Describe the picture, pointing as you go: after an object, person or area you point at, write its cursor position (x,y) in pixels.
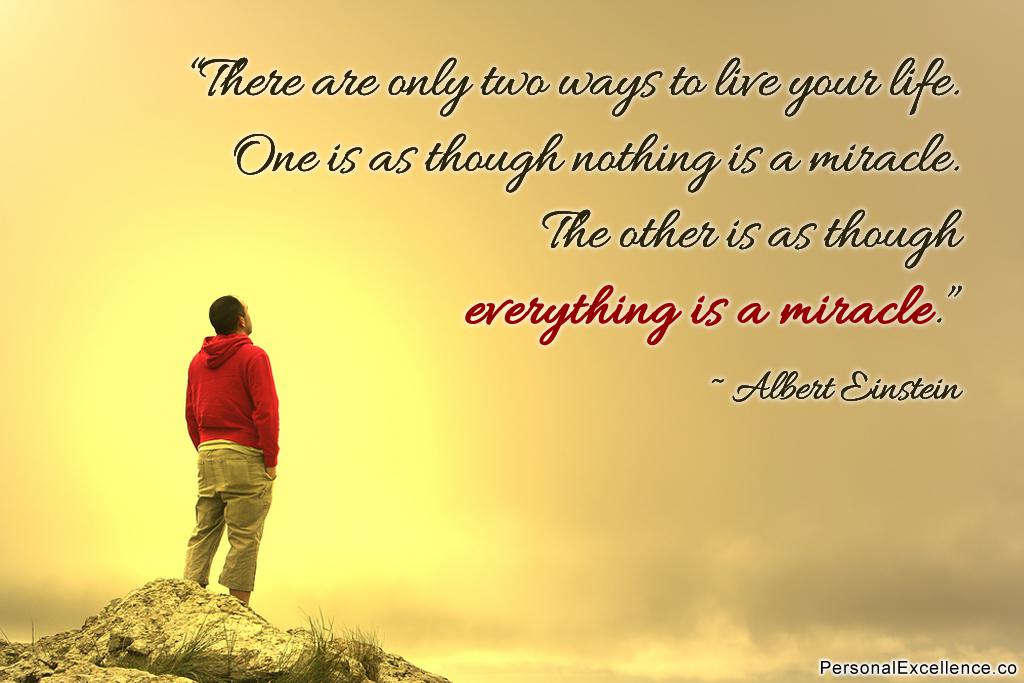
In this image I can see the person (273,397) standing and the person (259,388) is wearing red and cream color dress (263,502) and I can see something written on the image. In the background (605,437) the sky (554,421) is in yellow and white color.
